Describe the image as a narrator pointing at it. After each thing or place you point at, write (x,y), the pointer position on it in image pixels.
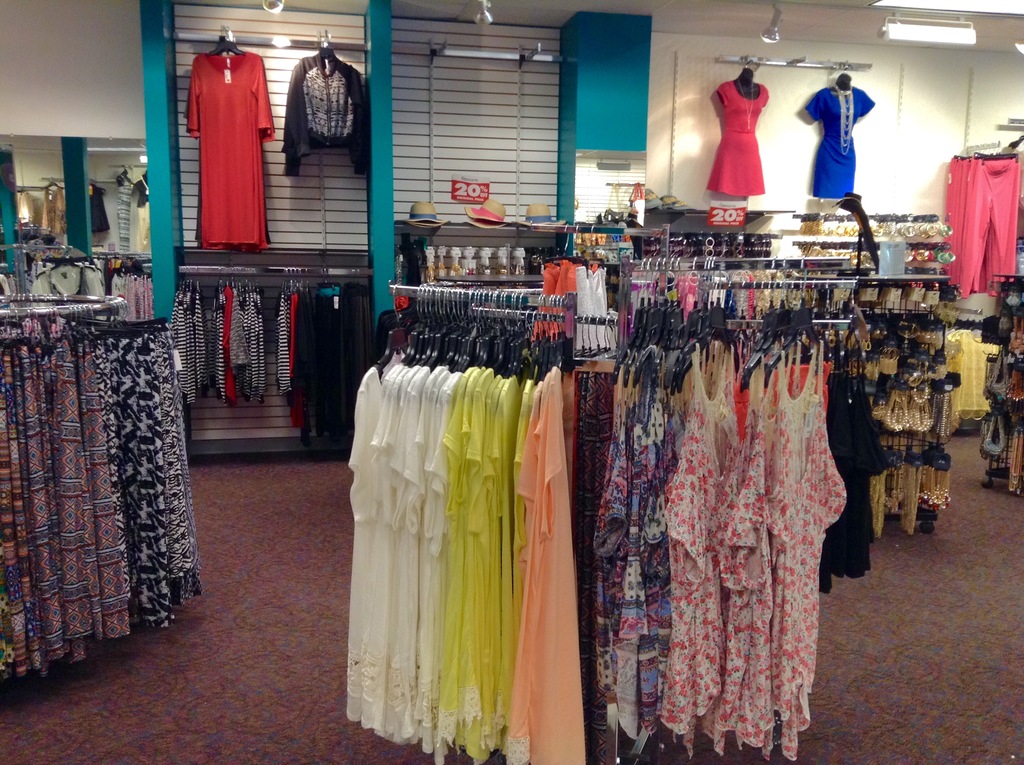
Picture of a clothing store (468,309). Here we can see clothes (568,422), rate tag (717,203), lights (935,30) and hats (417,210).
